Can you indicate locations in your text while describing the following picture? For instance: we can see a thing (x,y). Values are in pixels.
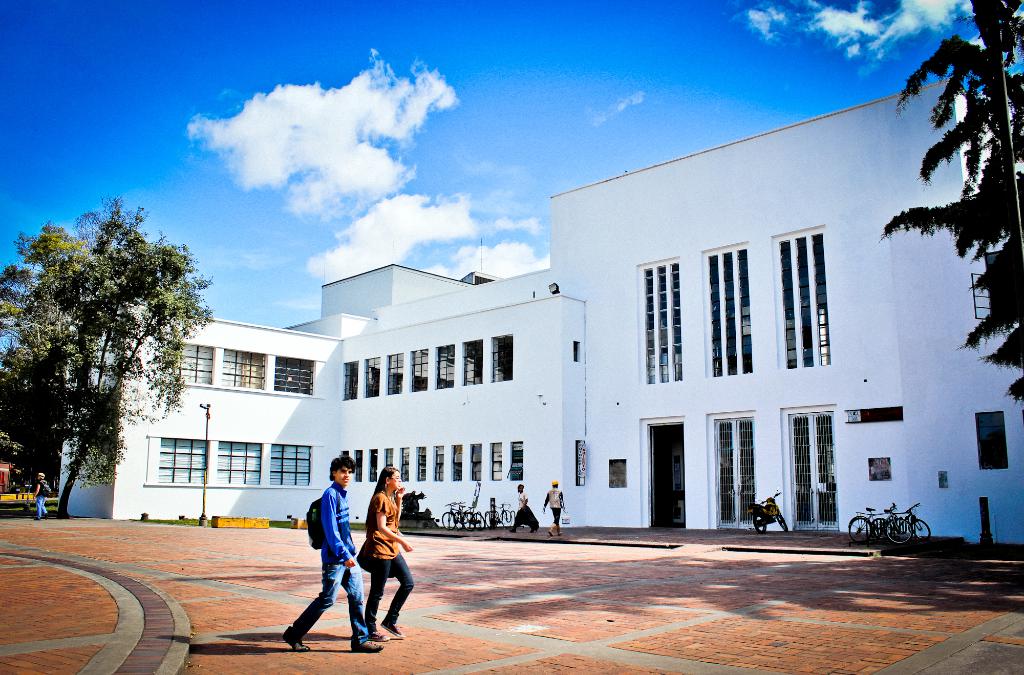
In this picture I can see few people (349,604) are walking in front of the building (433,359) and some vehicles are parked, side there are some trees (55,393).
